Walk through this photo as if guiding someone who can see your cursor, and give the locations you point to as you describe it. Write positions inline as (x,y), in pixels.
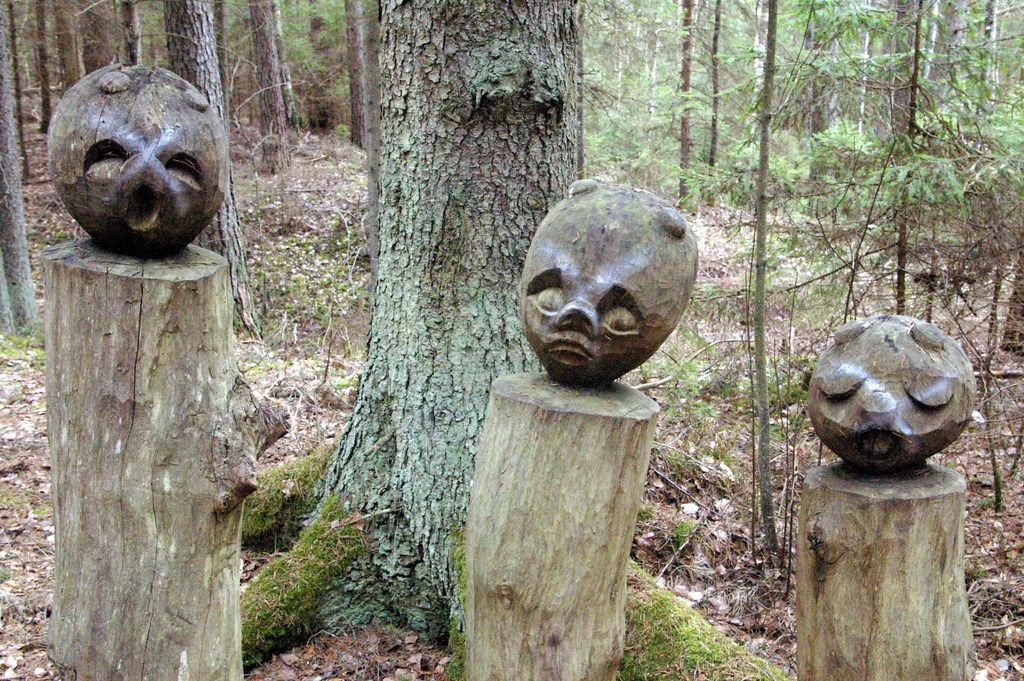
This picture is clicked outside. In the center (390,446) we can see the trunk (480,348) of a tree (480,372) and we can see some wooden objects (160,255) seems to be the wooden sculptures (585,284). In the background (347,103) we can see the trees (706,68), plants (857,187) and some other objects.
